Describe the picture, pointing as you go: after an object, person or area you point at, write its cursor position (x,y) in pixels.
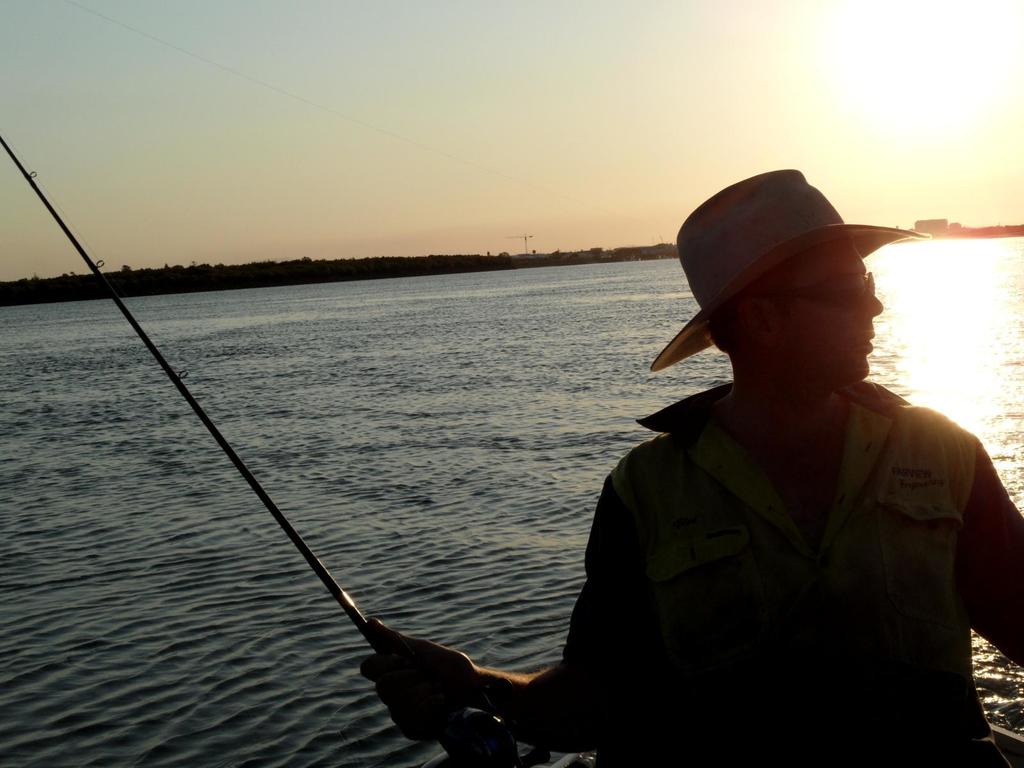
In this picture we can see a man (545,721) holding a stick (511,740) with his hand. He wore a cap (798,195) and goggles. In the background (460,374) we can see water (458,376), trees (71,289), and sky (496,172).
